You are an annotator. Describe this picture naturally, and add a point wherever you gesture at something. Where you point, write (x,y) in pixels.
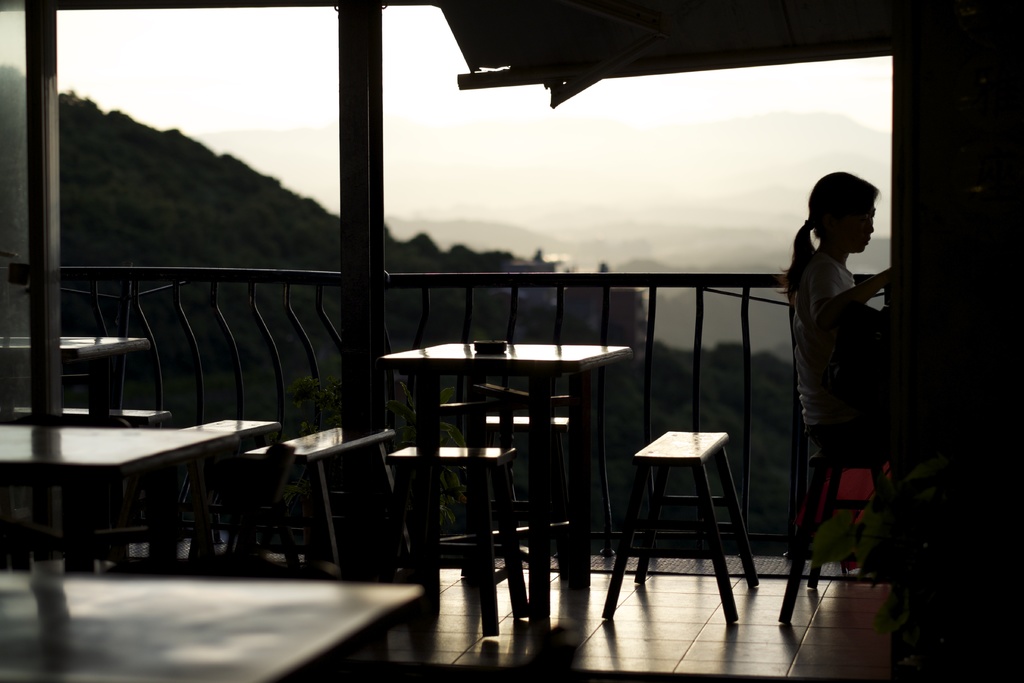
This picture shows a woman (869,457) seated on the chair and we see few tables (445,368) and chairs (328,443) and we see few trees (284,199) around and a cloudy Sky (451,90).
